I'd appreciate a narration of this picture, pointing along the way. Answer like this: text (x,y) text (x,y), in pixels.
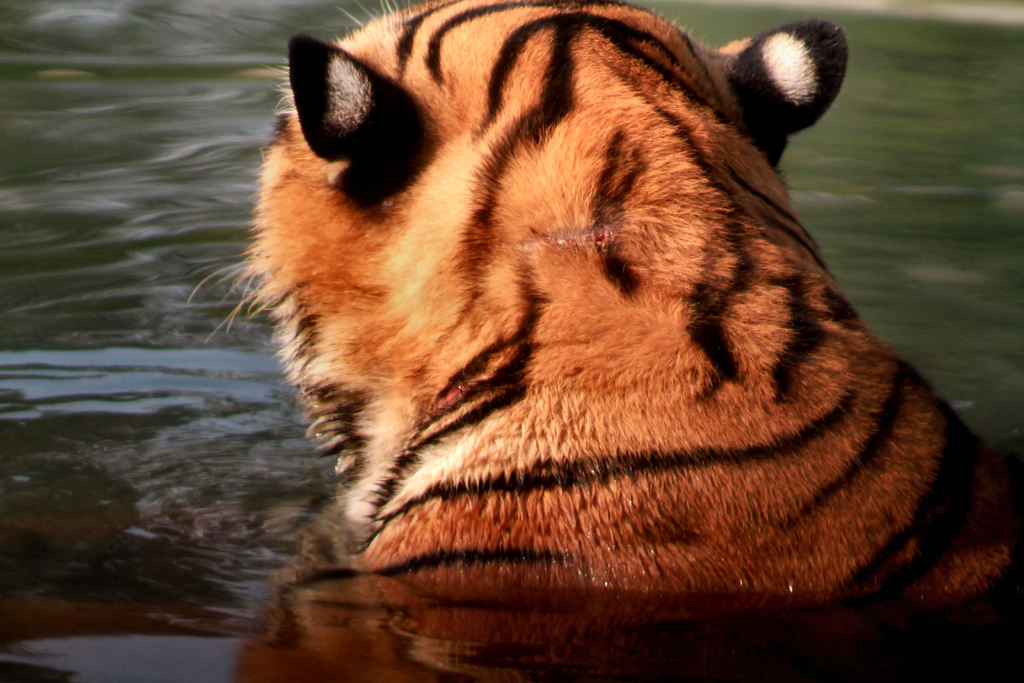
In this image, I can see a tiger (483,419) in the water (845,204).
